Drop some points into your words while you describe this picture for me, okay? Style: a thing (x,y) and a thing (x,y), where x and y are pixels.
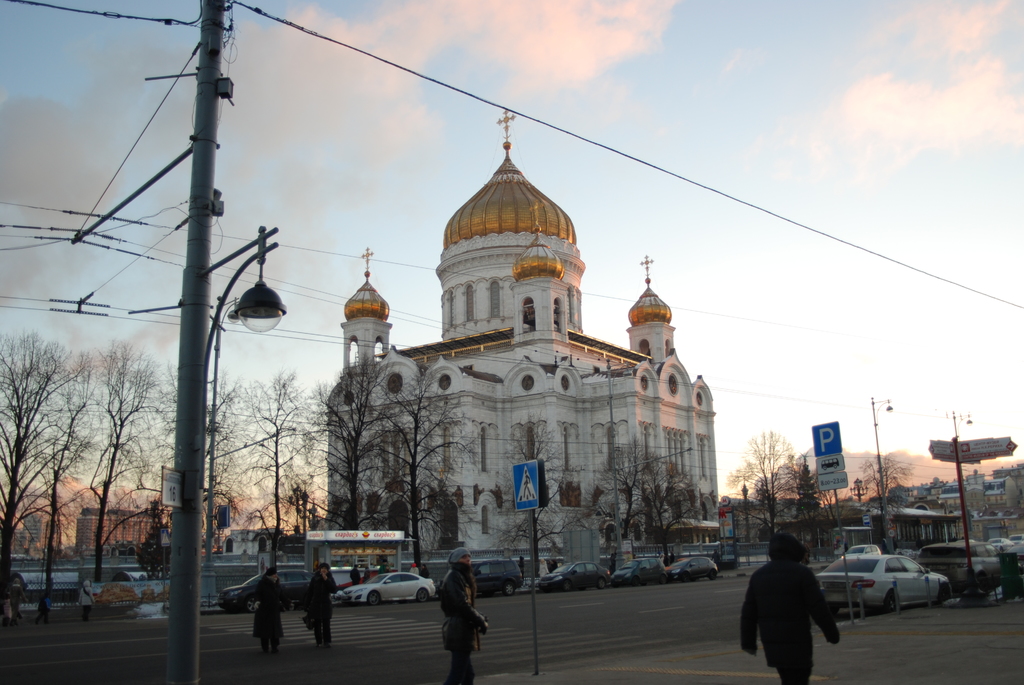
In this image there are people (458,652) crossing the road (374,645), on that road (529,616) there are vehicles (853,586), beside the road (627,628) there are poles (189,651), in the background (219,496) there are trees (274,528) and a church (345,408) and the sky (696,148).
